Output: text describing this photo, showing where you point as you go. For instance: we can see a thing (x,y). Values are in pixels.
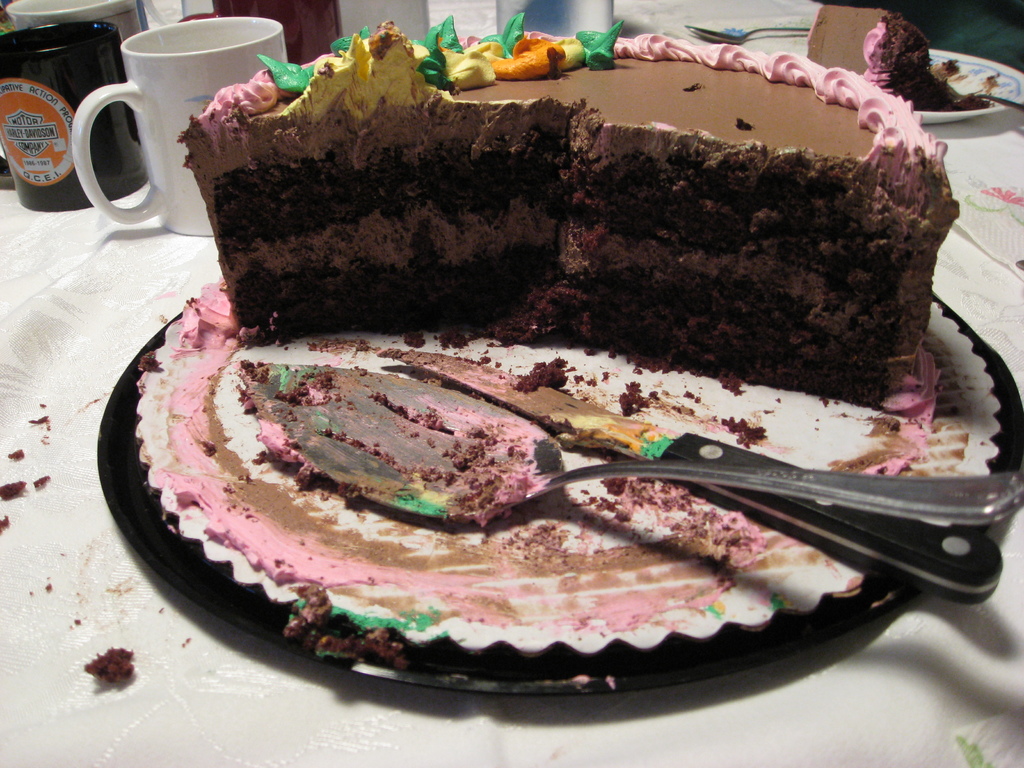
In this image there is a sliced cake (494,235) with a spoon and knife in front of it, behind the cake (368,174) there are cups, spoon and another slice of cake (878,69) on a plate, the cake (853,104) is on top of the table (561,750).
